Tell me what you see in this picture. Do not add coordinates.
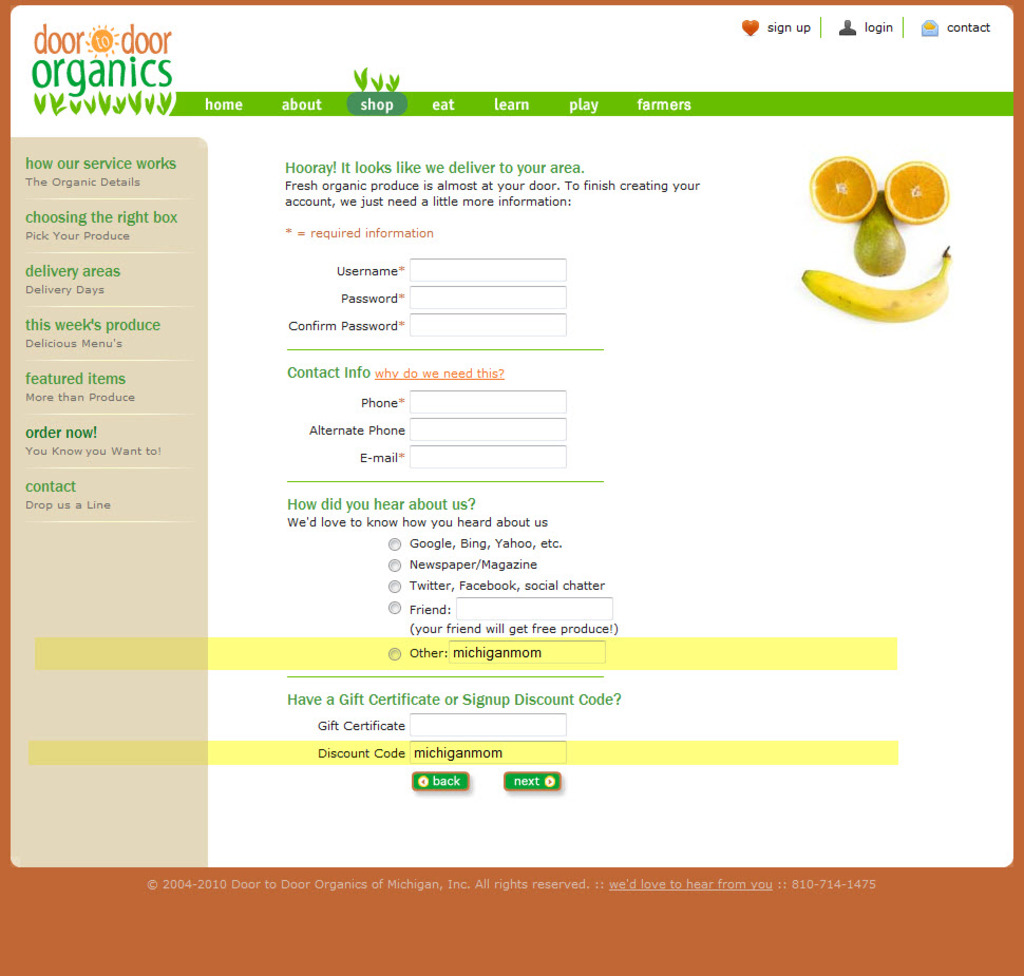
It is a web page of food delivery organisation.
